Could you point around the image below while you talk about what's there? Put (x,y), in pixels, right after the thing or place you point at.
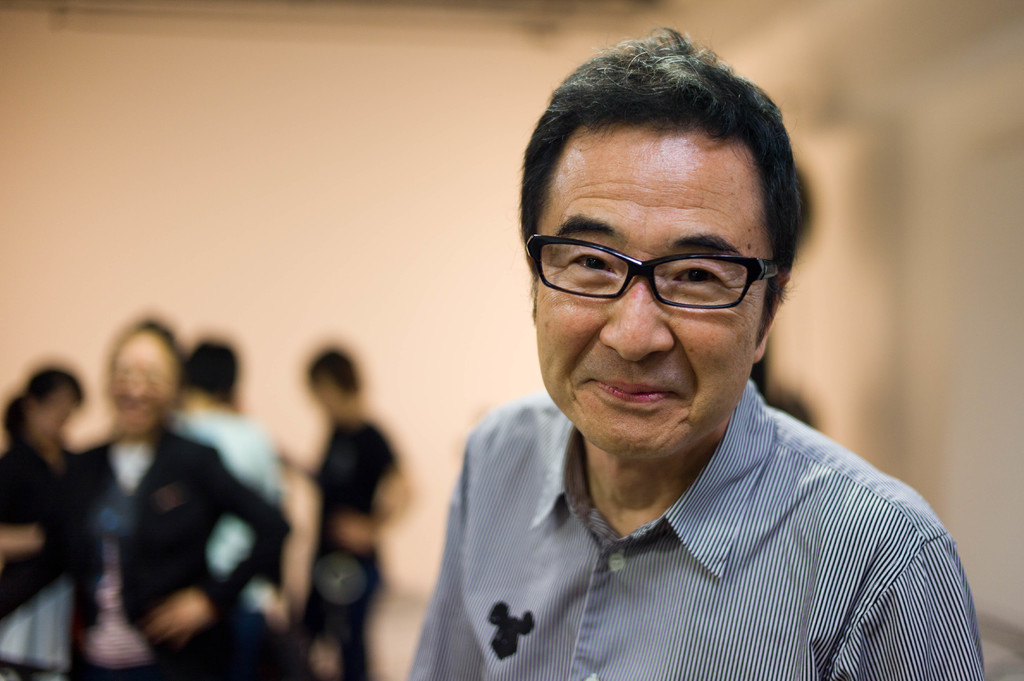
A man (697,152) is standing wearing a striped shirt (795,535) and black spectacles (660,258). There are other people (59,548) at the back (13,585) and the background (556,35) is blurred.
